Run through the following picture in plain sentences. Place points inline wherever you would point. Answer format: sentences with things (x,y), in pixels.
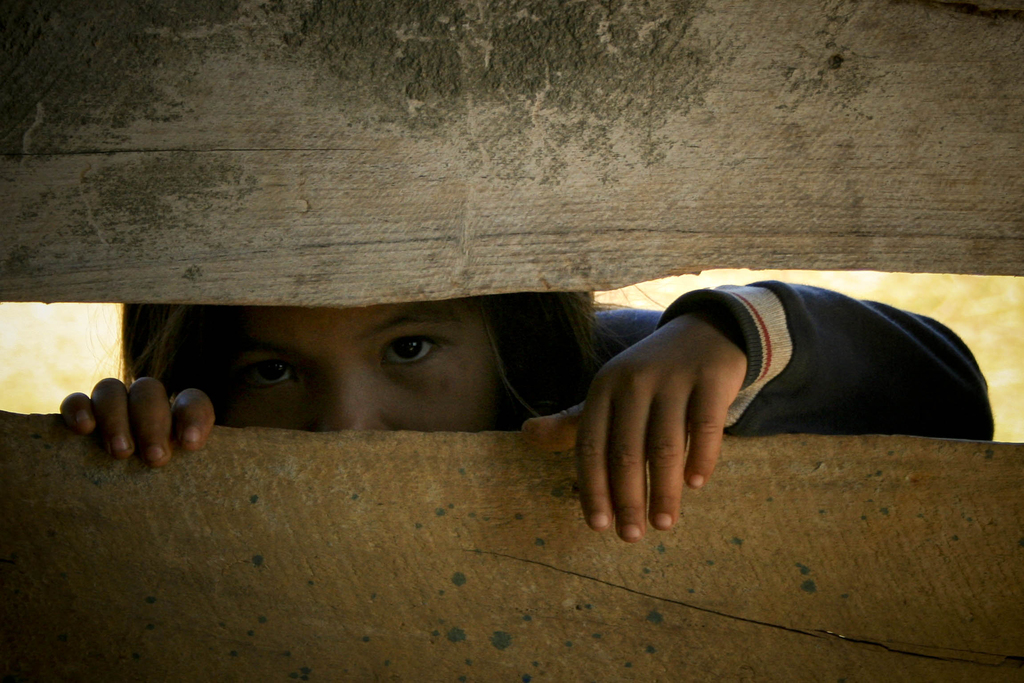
In this image there is a girl (353,362) who is seeing from the hole (277,337) which is in between the two wooden sticks (344,273).
